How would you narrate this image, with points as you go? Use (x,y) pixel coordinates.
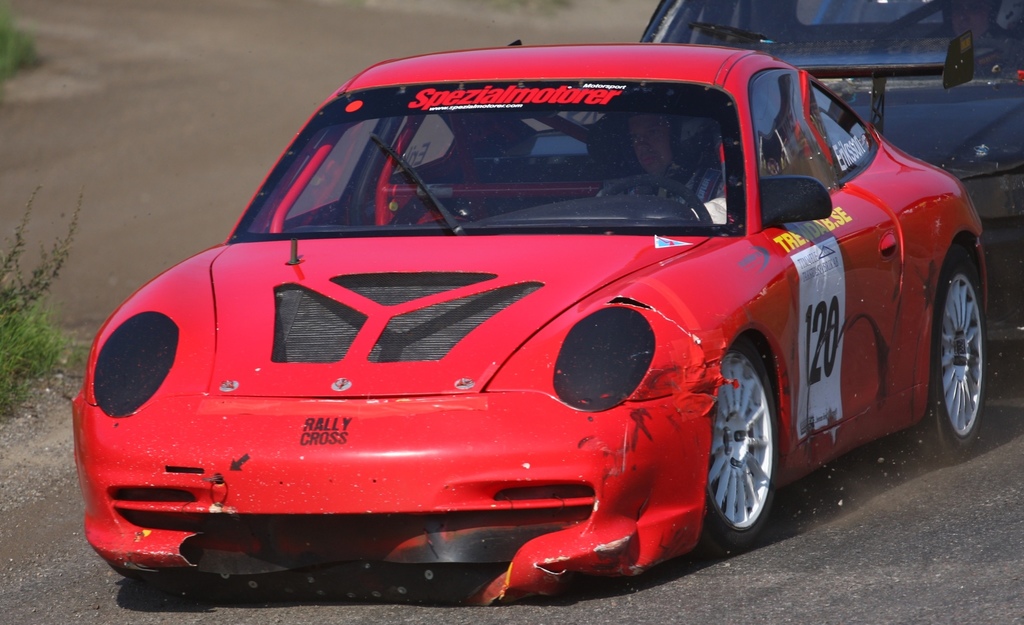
In this image I see 2 cars (638,173) in which this one of red in color and this one is of black in color and I see the path (17,120) and I see the plants (22,53) in the background (8,68).
